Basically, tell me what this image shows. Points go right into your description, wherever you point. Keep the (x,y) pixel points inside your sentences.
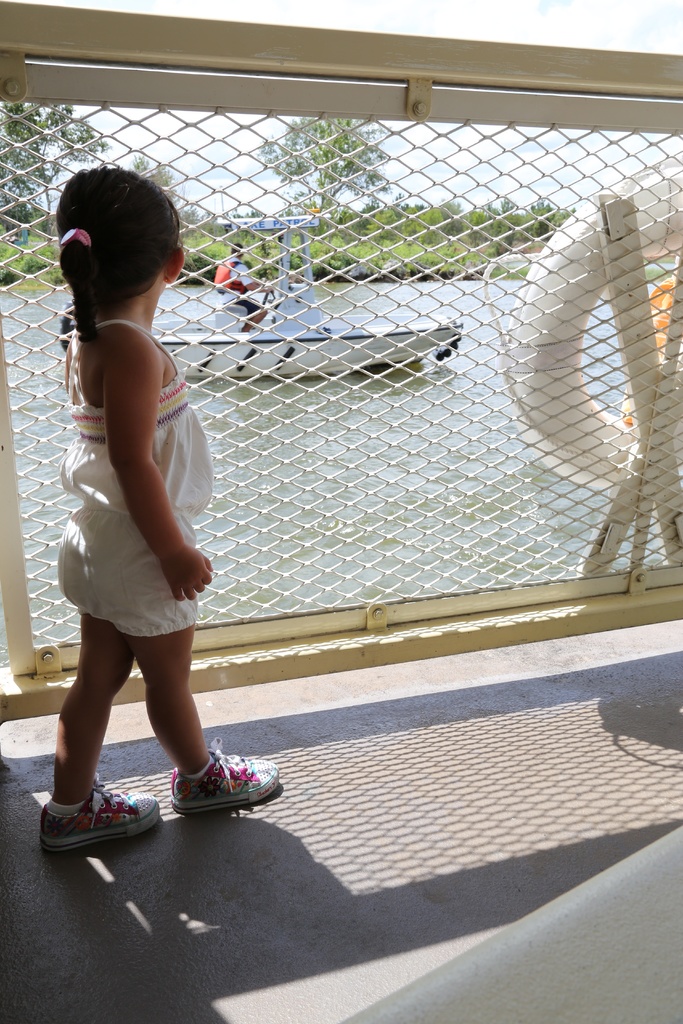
In this image there is a girl (139,466) standing on the floor (216,832). Behind the girl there is a fence (464,423) and also a river (319,507). There is also a man (242,302) sailing in the boat (315,344). Trees (379,191) and sky (436,147) is also visible in this image.
